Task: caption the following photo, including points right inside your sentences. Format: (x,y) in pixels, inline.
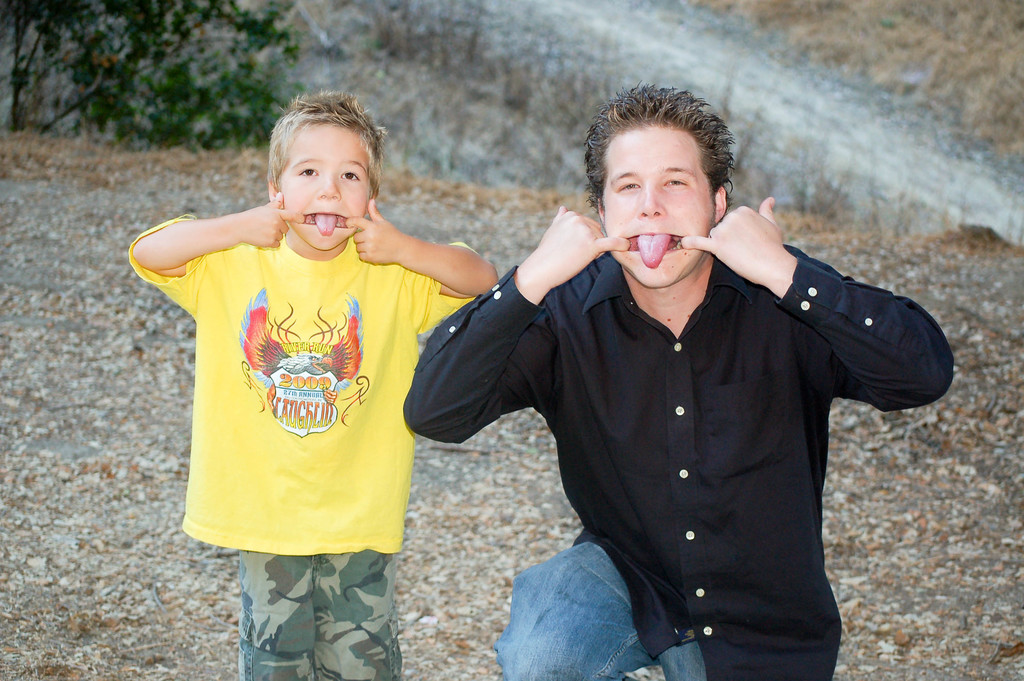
In the image there is a man (727,216) in black shirt (705,501), jeans (570,605) sitting on the land (147,491) and a kid (387,407) in yellow t-shirt (379,399) and camouflage pant (341,638) standing, both of them are showing their tongues (322,218), the land (1003,615) is covered with dry twigs (110,263) and dry leaves (117,179) all over the place.
